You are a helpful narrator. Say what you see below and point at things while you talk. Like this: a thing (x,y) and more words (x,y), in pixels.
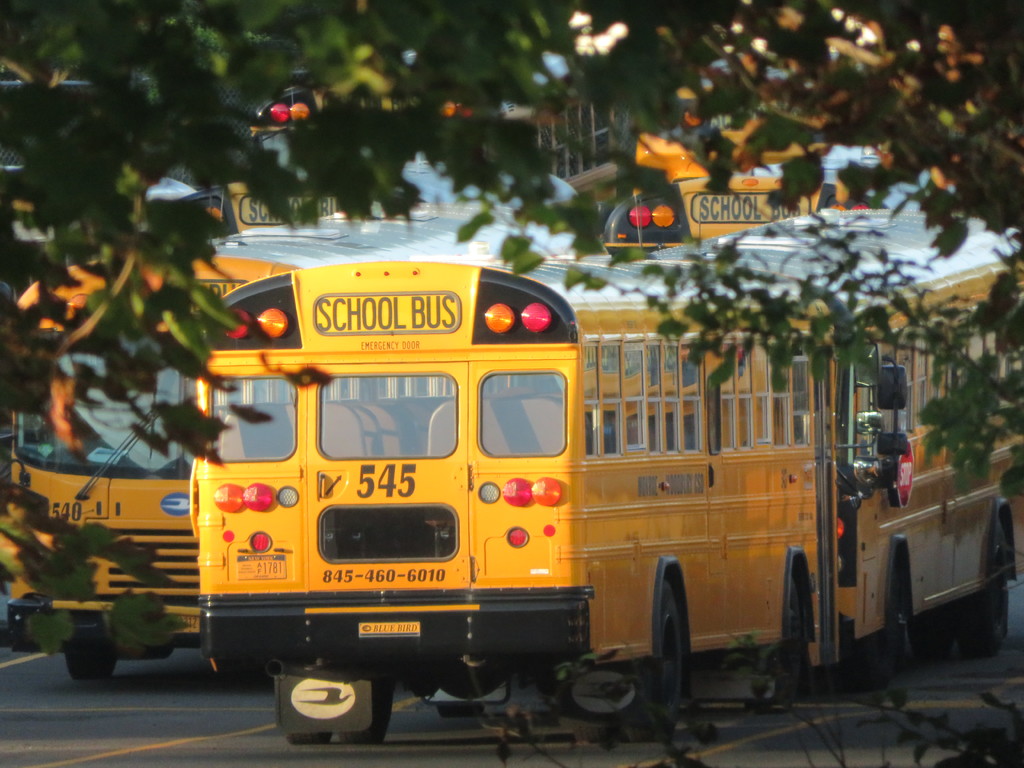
This image consists of school buses (244,469) in yellow color. At the bottom (179,749), there is a road (391,745). At the top (315,76), we can see a tree (351,73).
